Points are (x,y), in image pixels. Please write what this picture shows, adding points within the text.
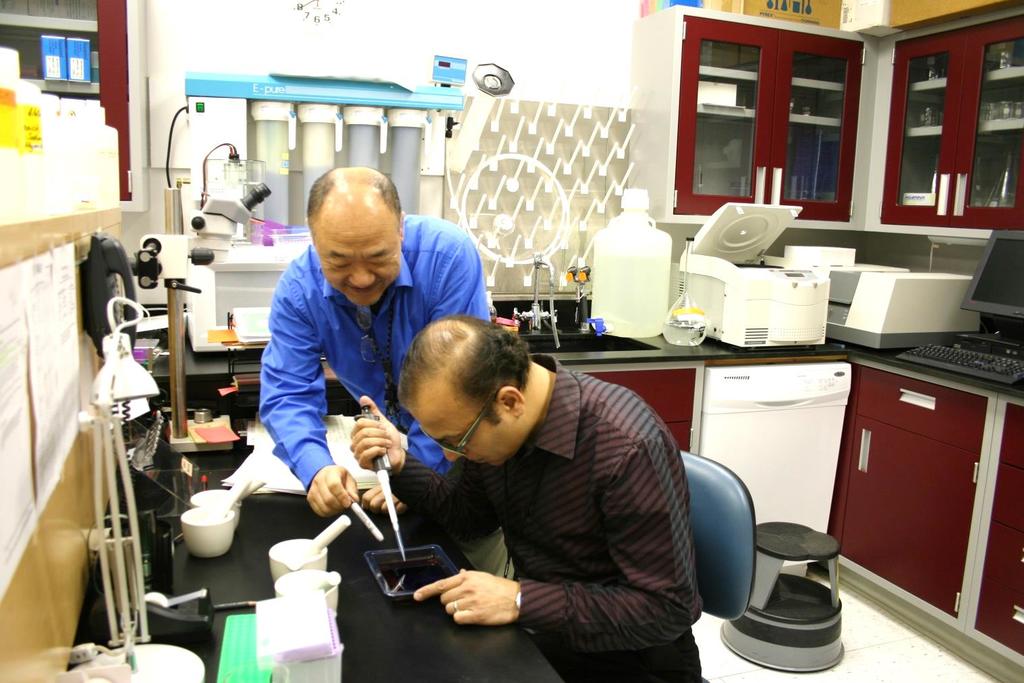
In this picture we can see cupboards (925,215) and objects (1003,106) are inside the cupboard (960,122). we can see some equipment (633,204) placed on the platform (263,505). On the right side (1015,275) we can see a monitor (1015,275) and a keyboard (1003,366). On the floor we can see a stool (825,600). We can see men (609,454) holding equipment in their hands (335,479) and it seems they are doing some experiment. We can see few equipment (277,553) and few other objects (273,622). On the left side (20,474) we can see papers (8,523) on the wall (80,339) and there are bottles (87,153). At the top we can see a clock (324,20).
